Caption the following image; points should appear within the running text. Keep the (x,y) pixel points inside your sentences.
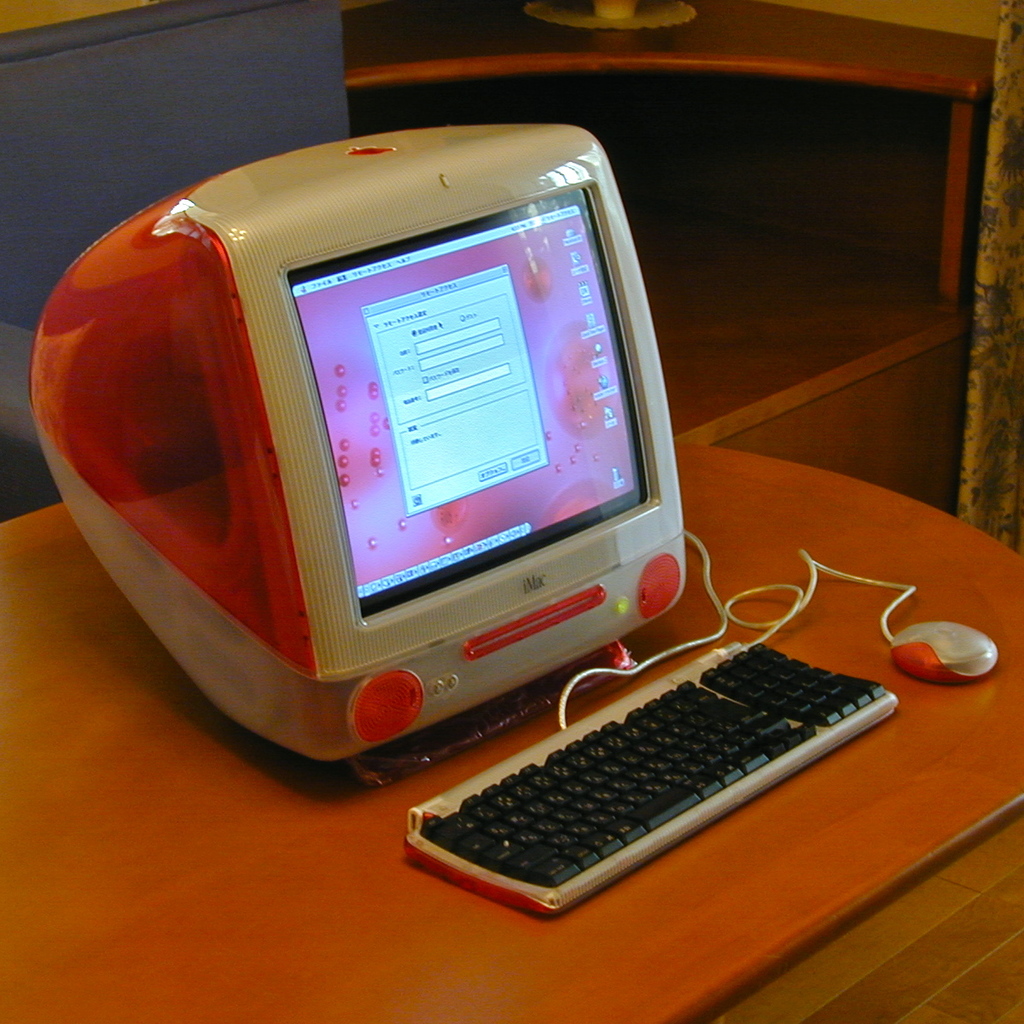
In the image there is a computer system (349,464) on a table (47,1010) and beside the table (12,739) there is a curtain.
